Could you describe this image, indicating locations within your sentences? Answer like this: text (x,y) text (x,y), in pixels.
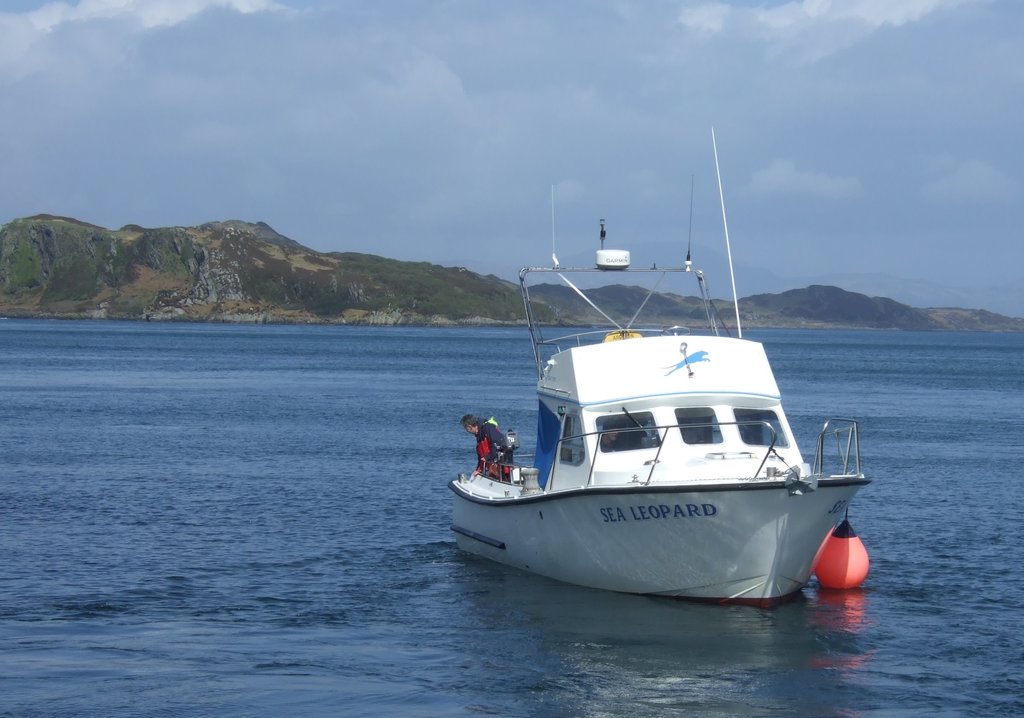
This image consists of a boat (771,534) in white color. In which, there is a person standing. At the bottom (604,635), there is water (461,658). In the background (452,309), there are mountains (485,280). At the top (471,177), there are clouds (512,100) in the sky (283,37).
